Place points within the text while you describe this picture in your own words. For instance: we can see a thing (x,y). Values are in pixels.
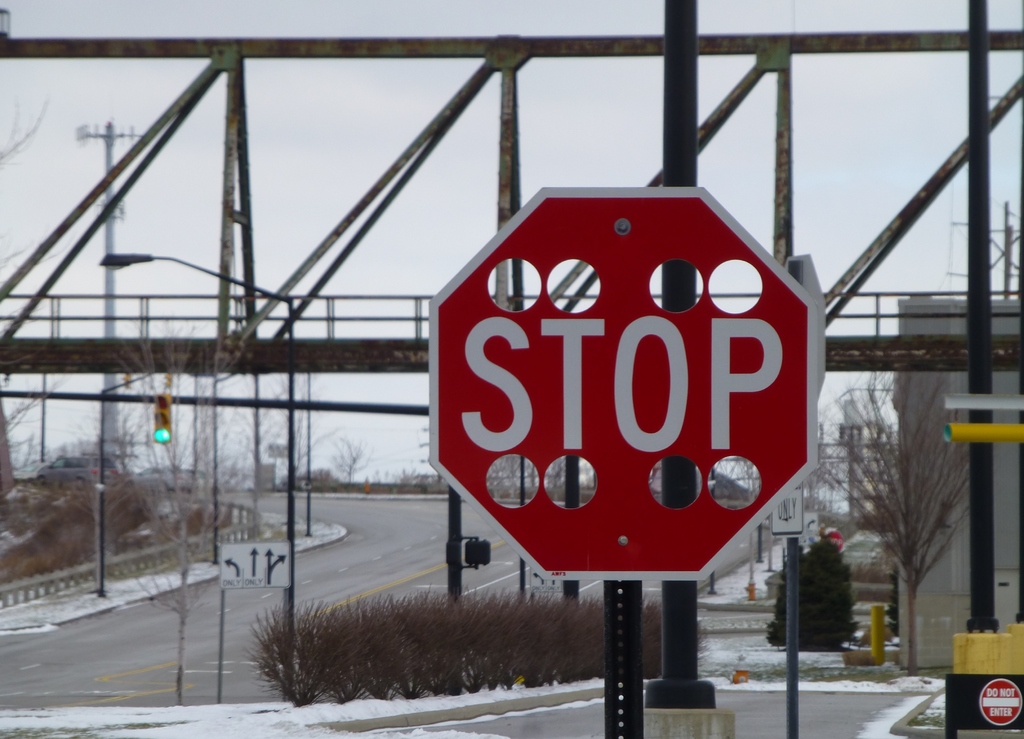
In this image in the front (491,444) there is a board (600,502) with some text (629,391) written on it. In the center (358,370) there is a bridge (229,336), there are poles (686,489), plants (483,614). In the background (176,507) there are trees (149,480).
